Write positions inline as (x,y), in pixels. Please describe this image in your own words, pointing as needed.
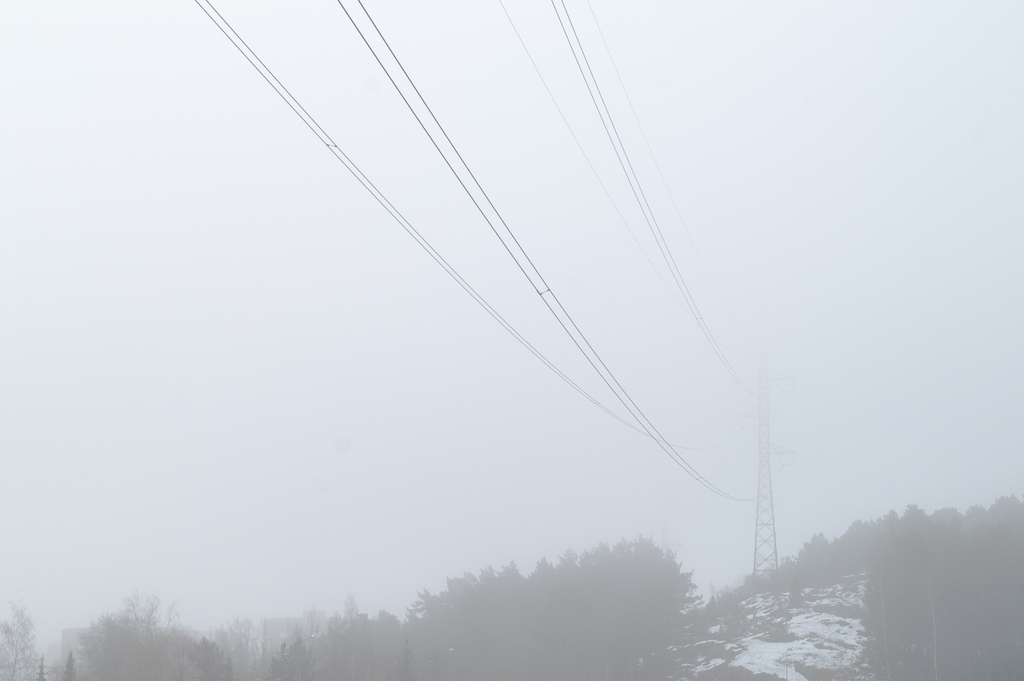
On the right of the image (758,568) there is a power pylon (772,535) and there are wires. At the bottom (505,600) there are trees (640,605) and a hill (731,650).
